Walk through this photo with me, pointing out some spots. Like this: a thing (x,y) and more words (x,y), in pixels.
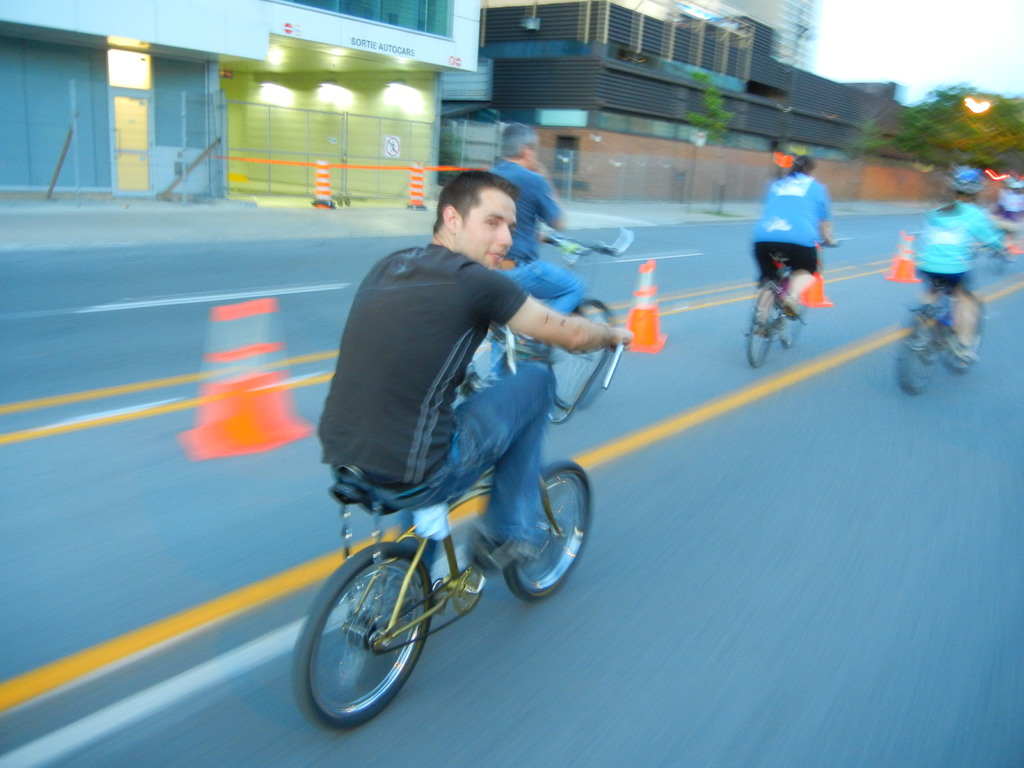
In this picture we can see some people (954,280) are riding bicycles (935,302) on the road (602,466), traffic cones (250,411), buildings (540,59), lights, trees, fences (703,177), some objects (474,167) and in the background (914,66) we can see the sky (868,67).
